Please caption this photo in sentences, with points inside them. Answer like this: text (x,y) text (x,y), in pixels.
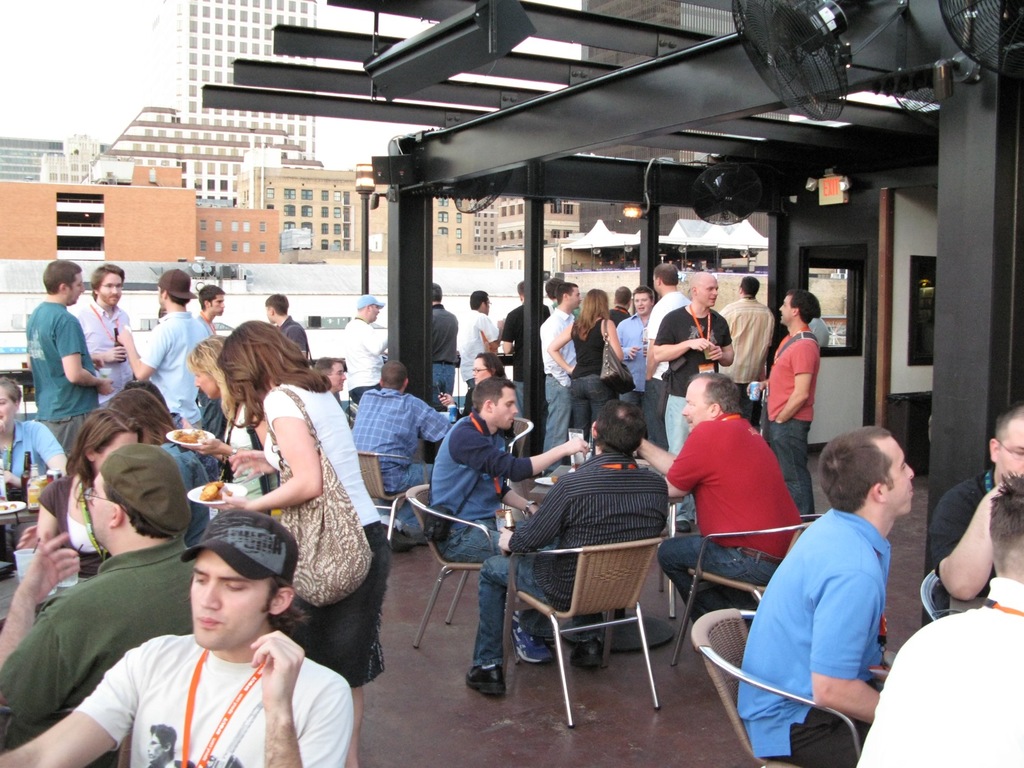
In this picture we can observe some people (692,560) sitting in the chairs (608,571) around the table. There are some people (238,379) standing. We can observe men (607,448) and women (195,385) in this picture. In the background (222,204) there are buildings (312,221) and a sky (49,79).
